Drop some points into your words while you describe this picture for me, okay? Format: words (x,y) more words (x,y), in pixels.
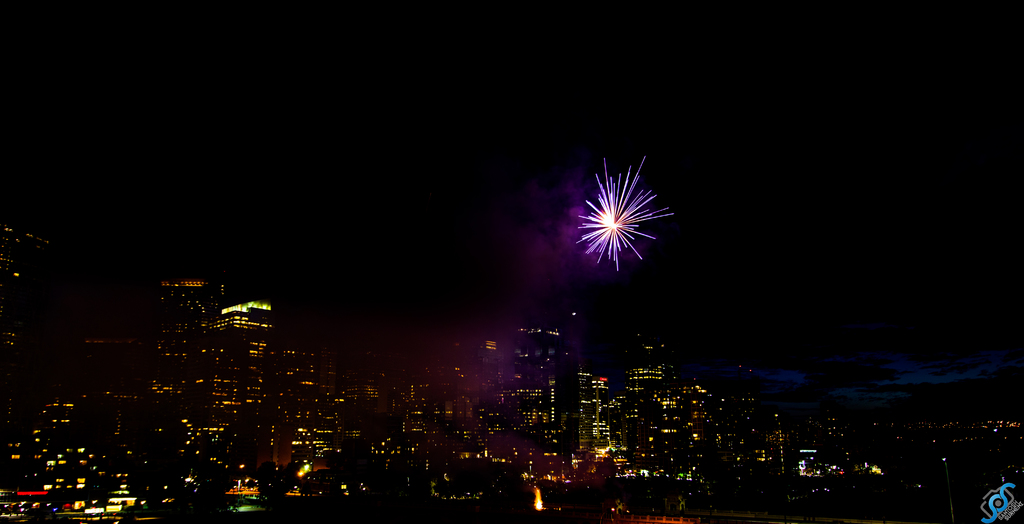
In this image there is a bridge (697,512), skyscrapers (567,365), a fire cracker (597,230) in the sky (705,187), and there is a watermark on the image.
